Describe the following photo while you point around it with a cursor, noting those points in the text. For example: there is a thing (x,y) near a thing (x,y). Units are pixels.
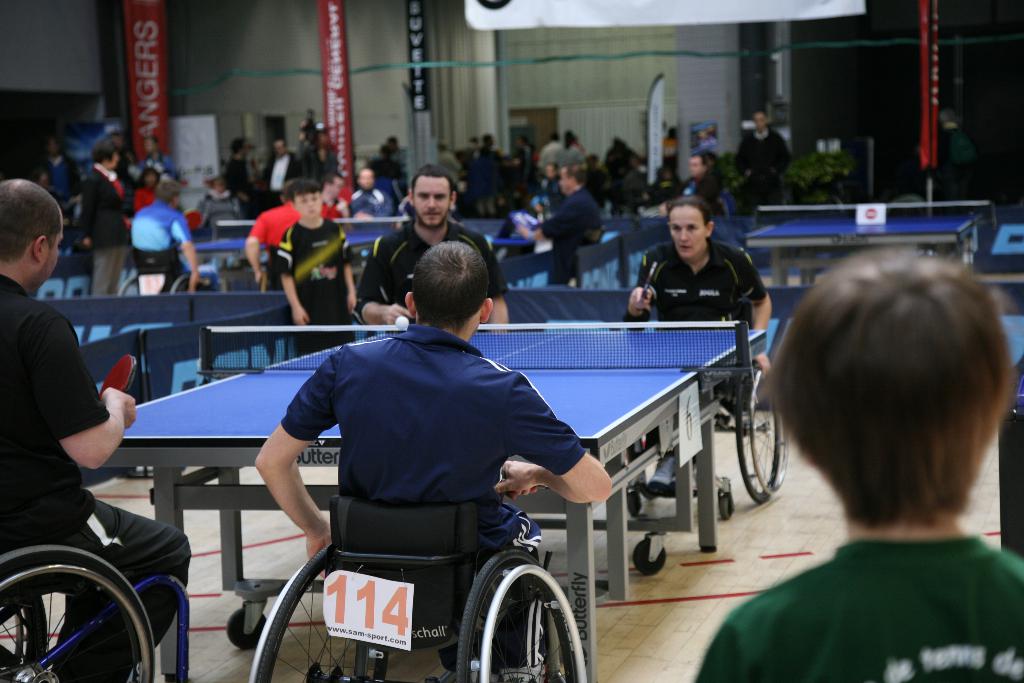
This image is clicked in a hall (530,267). There are many persons (295,292) in this image. There are many table tennis tables (614,443) in this image. In the front (389,519), there are four persons (108,429) sitting around the table (620,473) and playing.
